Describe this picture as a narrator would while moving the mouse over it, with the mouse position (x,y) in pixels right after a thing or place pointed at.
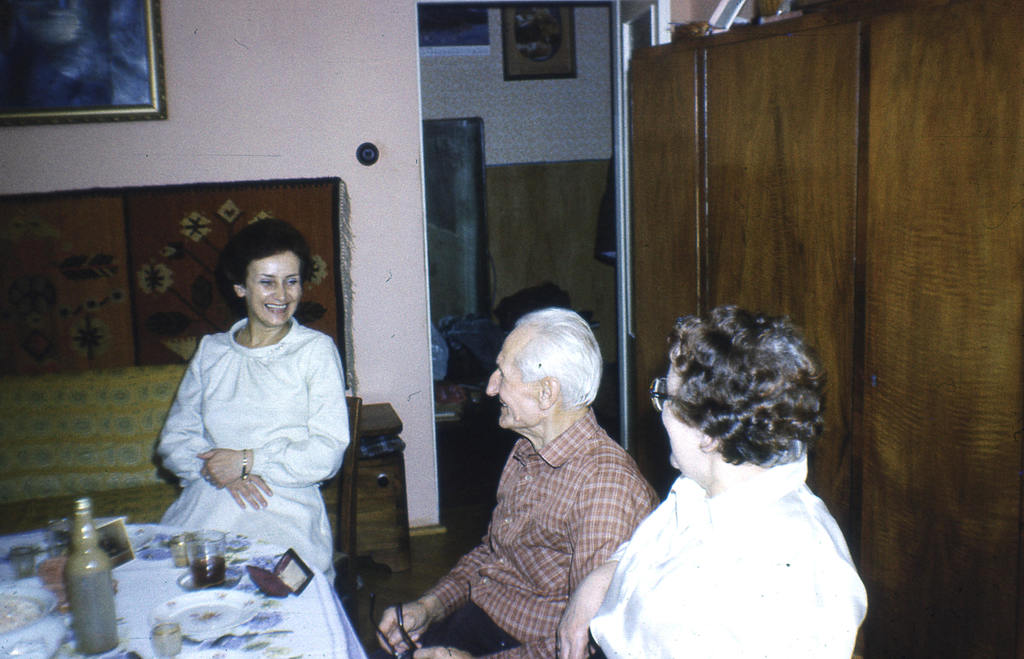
In this image we can see persons (682,516) sitting on the chairs (348,432) and a table (137,589) is placed in front of them. On the table (163,537) we can see spectacles box (288,570), glass tumblers (204,538), beverage bottle (87,593) and crockery (173,611). In the background (219,159) we can see wall hanging (340,263) attached to the wall (177,121), polythene bags (467,322) and walls (580,212).
